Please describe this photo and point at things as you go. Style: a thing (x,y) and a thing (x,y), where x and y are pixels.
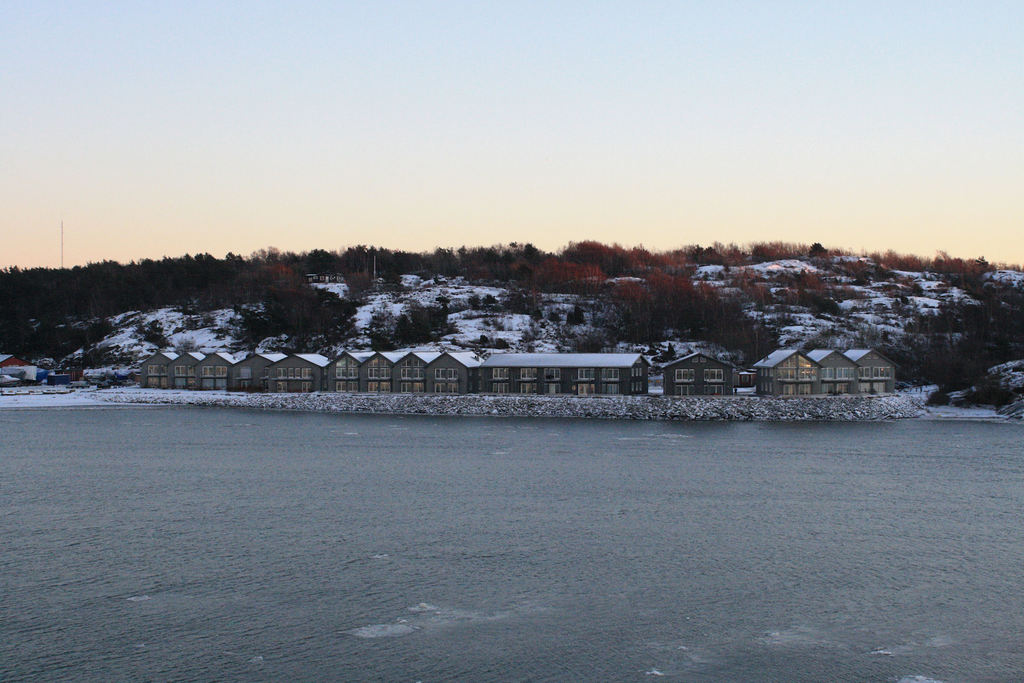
In the foreground (581,541) I can see water (560,449), houses (232,380), snow (231,395), trees (985,397), poles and mountains (663,340). At the top (587,149) I can see the sky (587,149). This image is taken may be near the lake (649,466).
